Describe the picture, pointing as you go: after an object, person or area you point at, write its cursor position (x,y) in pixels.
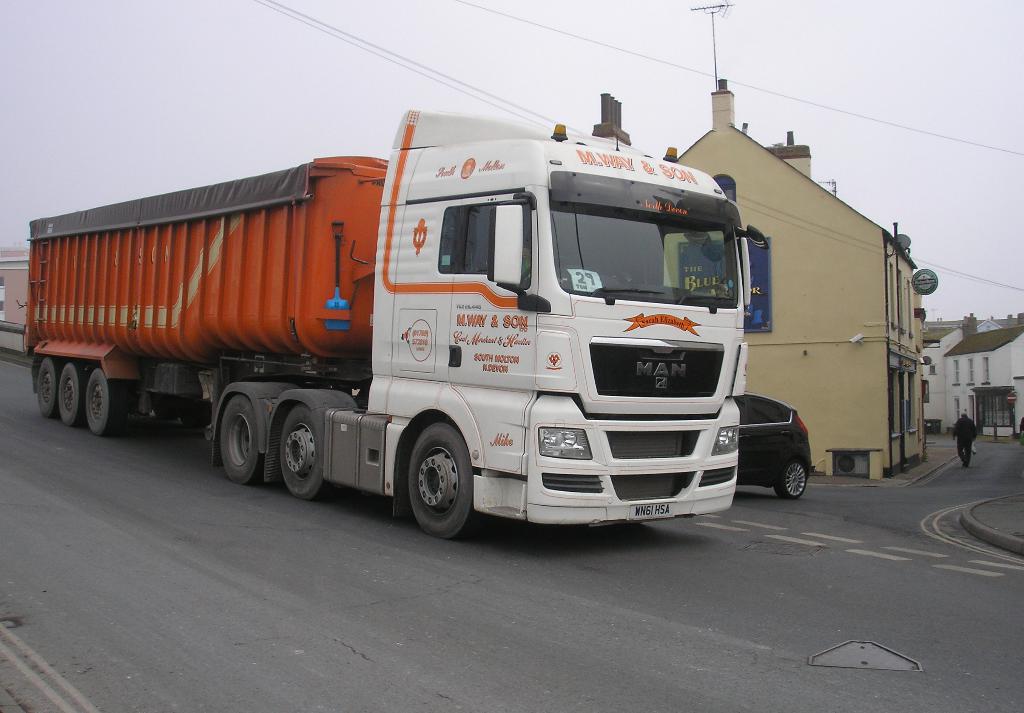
In this image, I can see the vehicles (635,400) on the road (598,528). Here is a person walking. These are the buildings (892,334). This looks like a board (761,295), which is attached to a building wall (802,272). Here is a sky (793,106).
